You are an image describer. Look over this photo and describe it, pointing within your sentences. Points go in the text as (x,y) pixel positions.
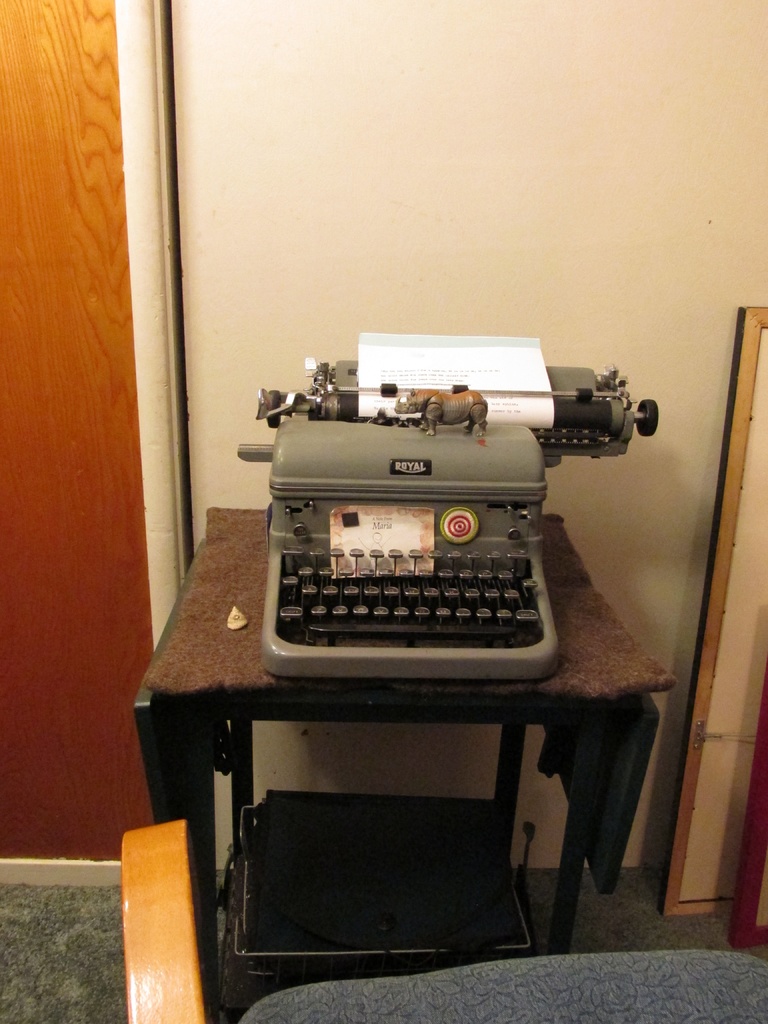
In this image, we can see a table (203,586) with a mat (571,659). We can also see a typing machine (442,511) with a poster (390,535). We can see the ground (52,921) and some wood (183,1000). We can see an object (765,309) on the right (696,879). We can see the wall (244,294).
